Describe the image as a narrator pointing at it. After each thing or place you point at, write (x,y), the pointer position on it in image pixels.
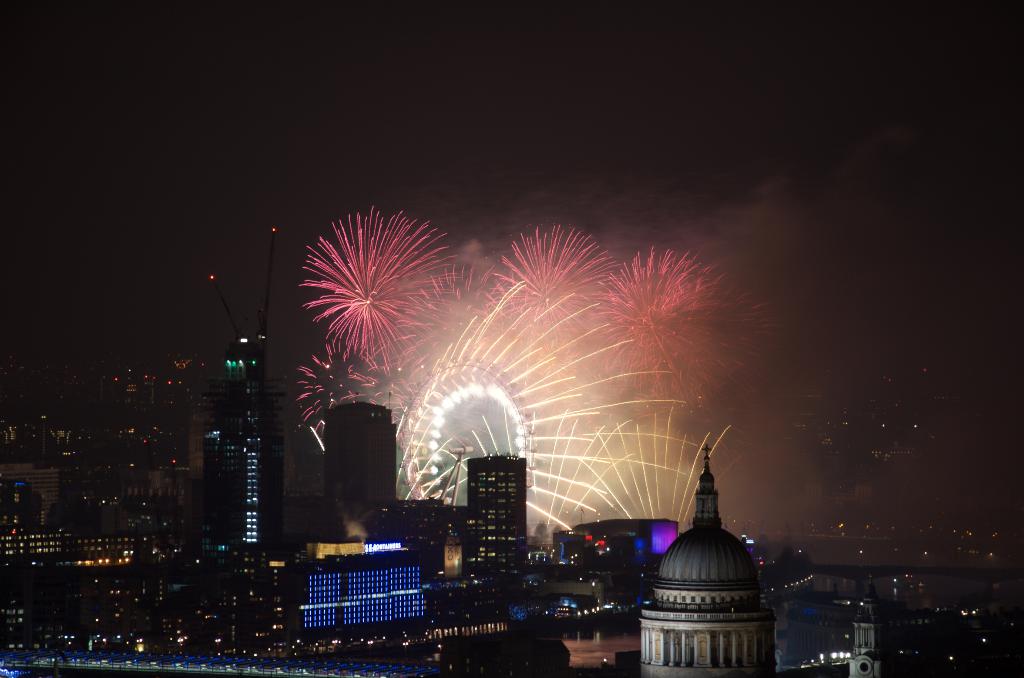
In this image there are so many buildings (312,562) one beside the other. At the top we can see the fireworks (463,378). This image is taken during the night time. There are lights (328,612) all around the buildings (208,546).
